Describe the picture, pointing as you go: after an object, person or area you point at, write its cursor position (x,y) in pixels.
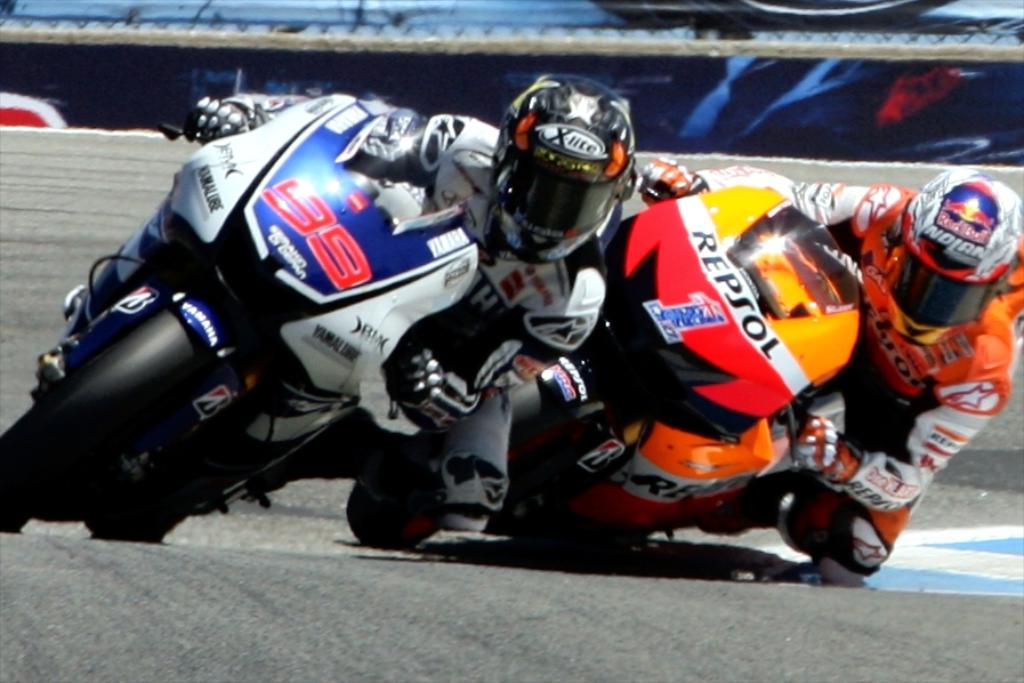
In this image I can see a person (489,195) is riding the bike (332,354) it is in blue and white color. On the right side (717,521) there is another bike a man (927,361) is riding, it is in orange color. This person (884,358) wore orange color dress (884,360) and a white color helmet (980,183), this is the road (271,626) in this image.
